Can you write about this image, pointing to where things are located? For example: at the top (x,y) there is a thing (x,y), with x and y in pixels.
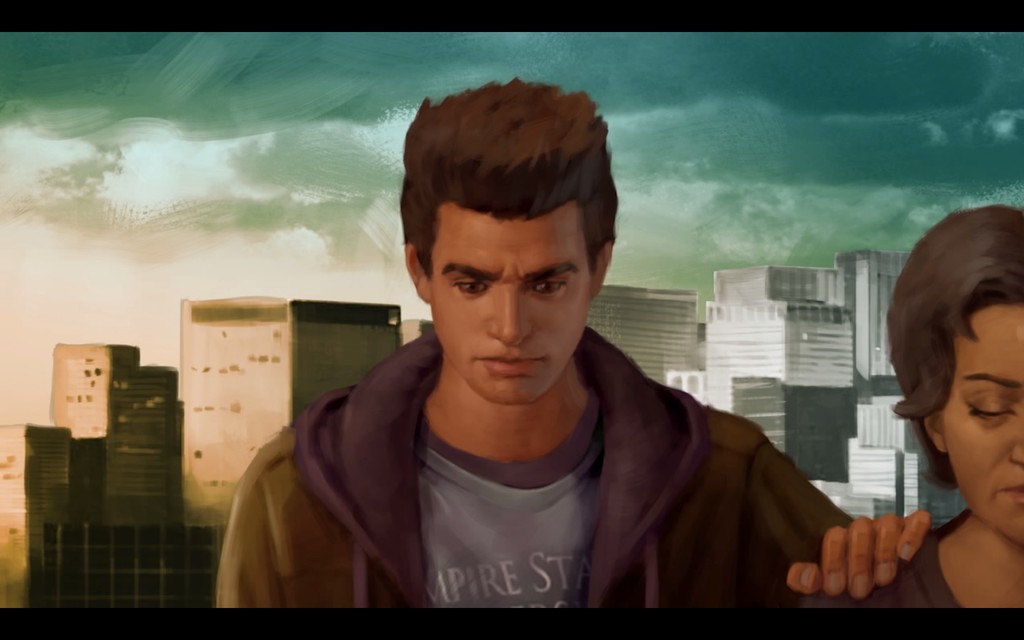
In this image there is a depiction of a man (227,566) and a woman (949,239). In the background of the image (222,500) there are depictions of buildings (626,307).
